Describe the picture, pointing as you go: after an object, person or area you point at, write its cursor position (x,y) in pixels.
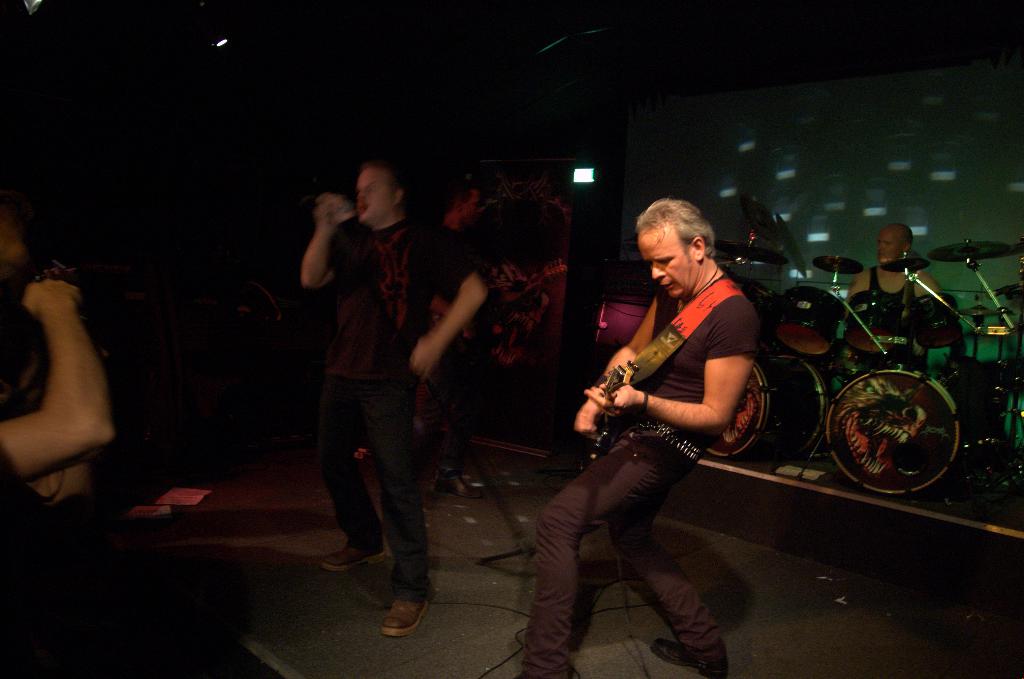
In the picture we can see a musical band (450,379) there were three persons (342,273) holding different musical items (887,332), one person (630,404) is holding guitar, another person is playing drums (879,360) and another person (377,242) is singing. There were in the costume (376,405) of black in the background (835,183) we can see a lights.
